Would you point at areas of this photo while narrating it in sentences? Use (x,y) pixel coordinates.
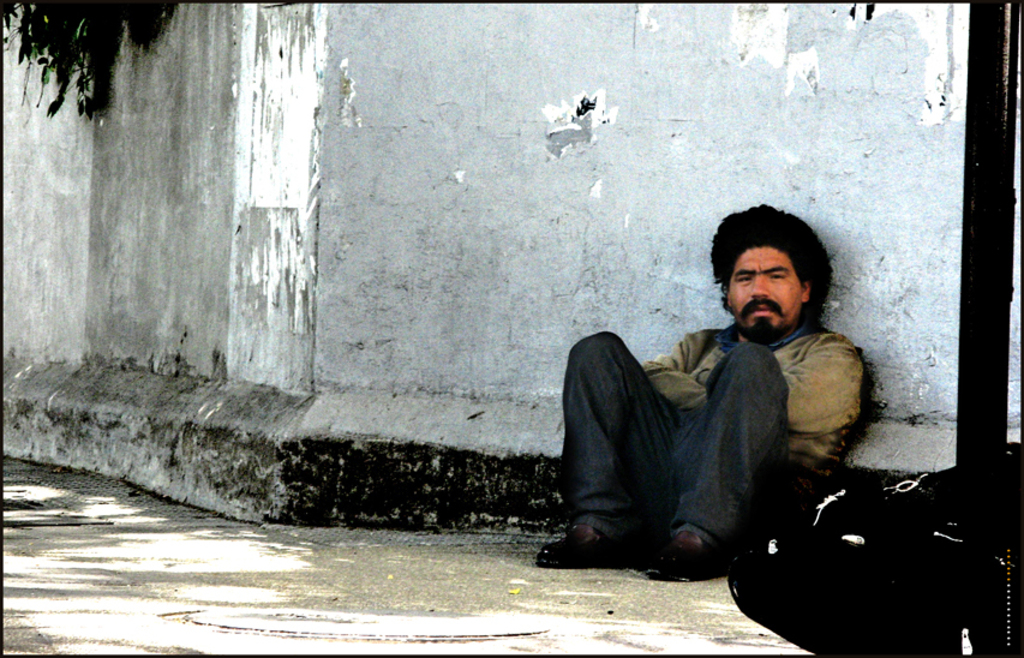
In this picture I can see there is a man (720,412) sitting on the walk way (105,498) and there is a black color object (899,548) on to right side (973,524) and there is a wall (455,235) in the backdrop (331,226) and there is a plant (60,40) in the backdrop (63,82).
